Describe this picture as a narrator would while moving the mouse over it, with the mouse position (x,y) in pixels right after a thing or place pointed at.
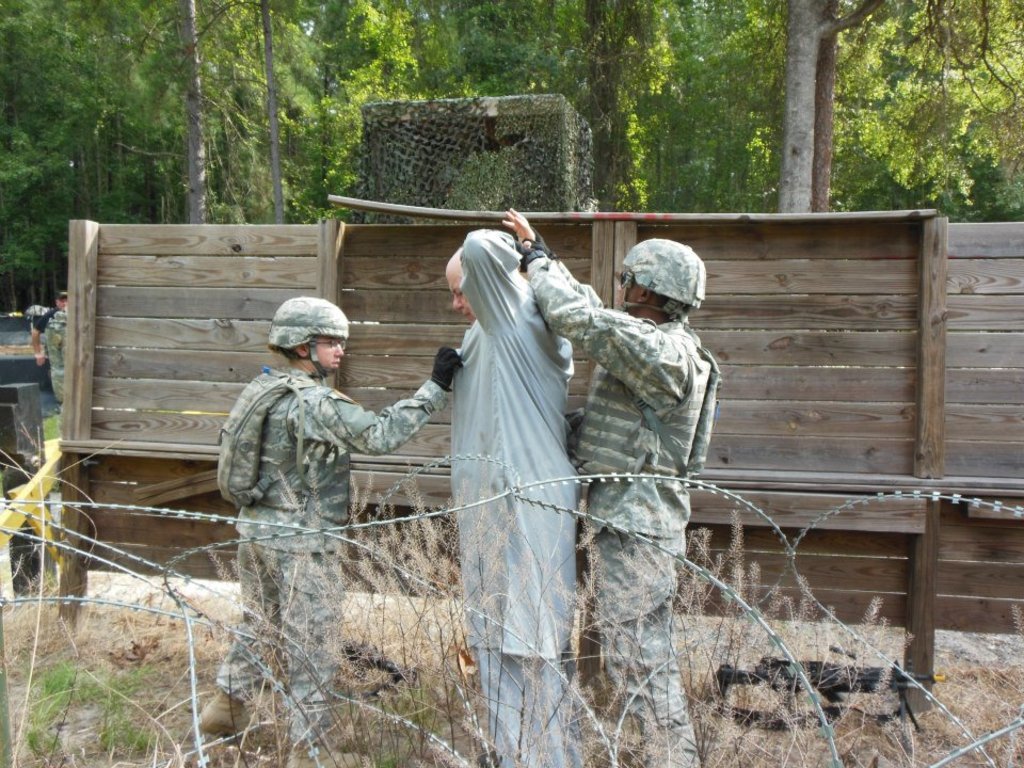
In this picture I can observe three members (456,369) in the middle of the picture (432,412). In the bottom of the picture (194,665) I can observe fence (190,653). Behind the people (336,423) I can observe wooden wall (303,292). In the background (144,110) there are trees (219,88).
